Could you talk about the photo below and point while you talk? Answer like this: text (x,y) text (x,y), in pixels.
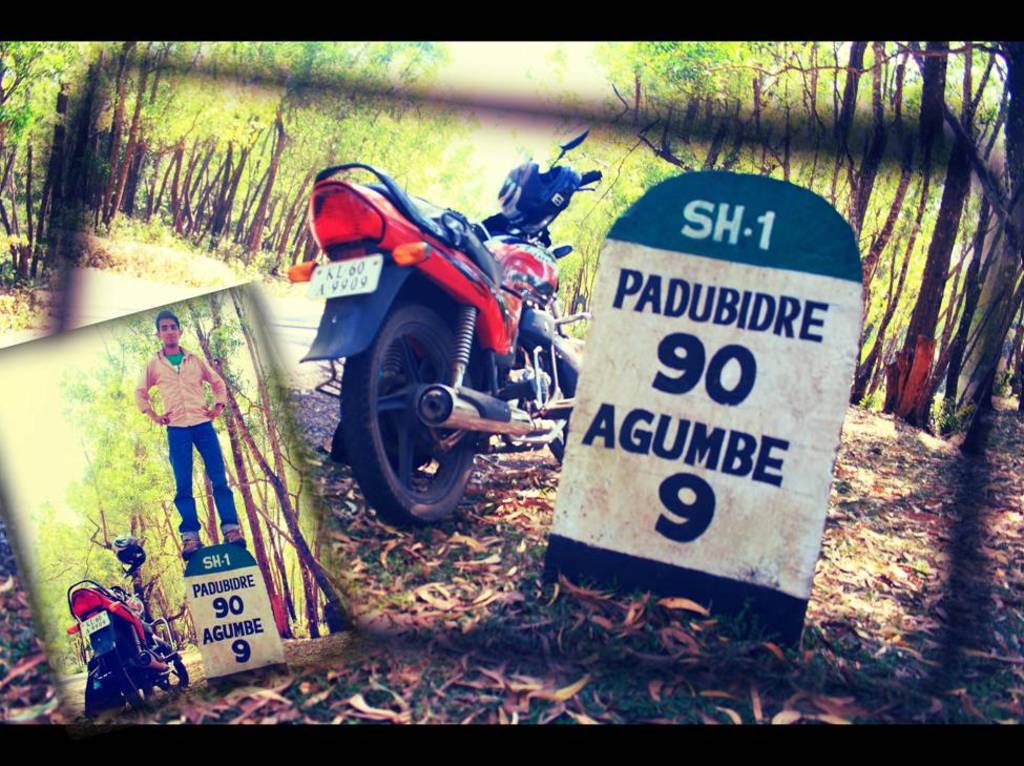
This is an edited image in one image there is bike (144,624) and there is a mile stone (219,605), on that mile stone (221,548) a man (214,434) is standing, in the background (131,473) there are trees (223,433), in another image there is a bike (462,343), beside that there is a milestone (847,281) on either sides there are trees (784,164).
